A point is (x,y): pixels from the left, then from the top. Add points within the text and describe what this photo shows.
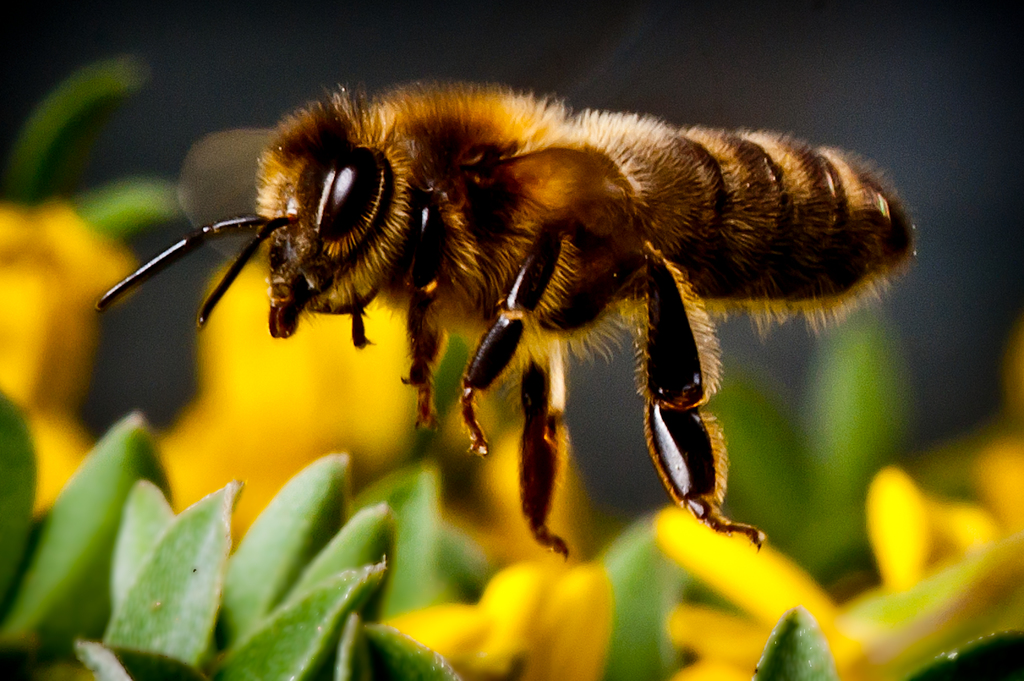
In this image we can see honey bee (519,244) which is flying in air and there are some flowers (536,615).
